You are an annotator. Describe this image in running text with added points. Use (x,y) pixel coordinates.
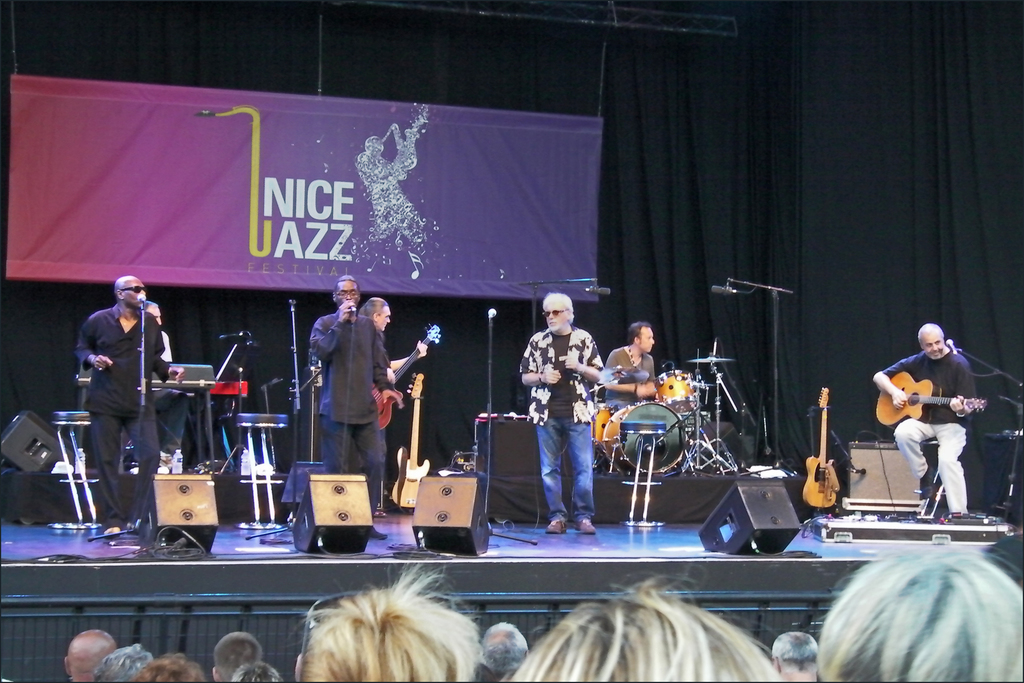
There are few people (113,439) on the stage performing by playing musical instruments (421,380). Behind them there is a banner (526,197). In front (924,634) there are people (547,641).
